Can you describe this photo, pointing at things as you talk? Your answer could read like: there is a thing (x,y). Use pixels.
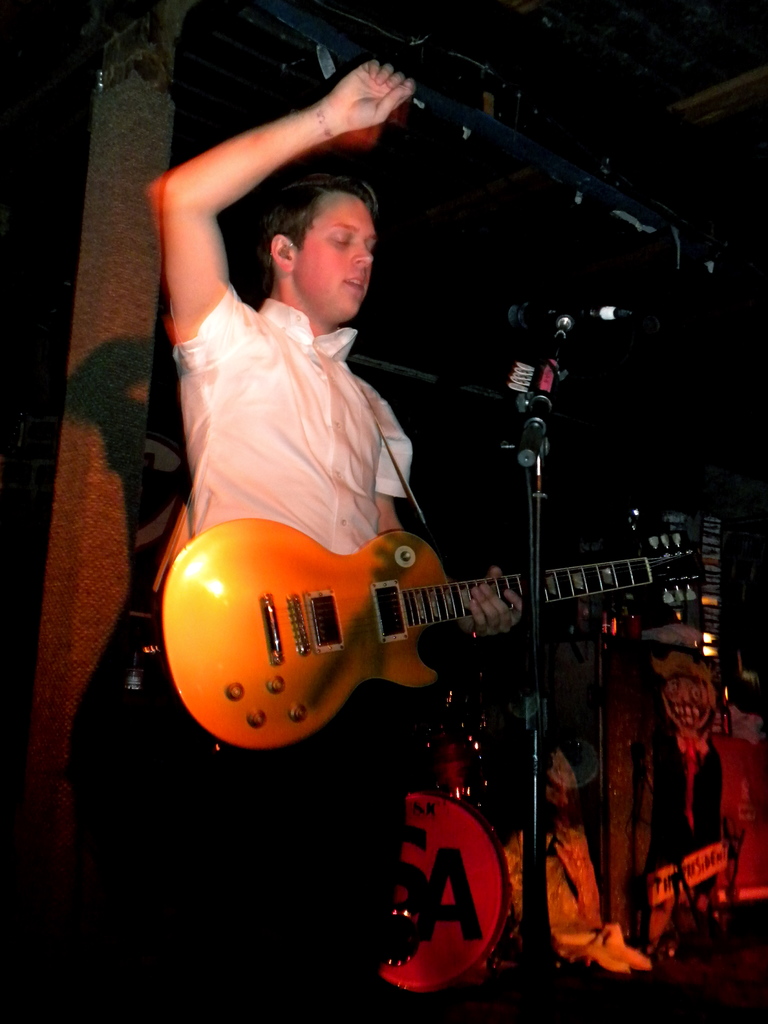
In this image I can see a man (279,255) is standing and I can see he is holding a guitar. I can also see he is wearing white shirt (343,359) and in the front of him I can see a mic (540,308). In the background (572,901) I can see few stuffs (634,519) and few clothes (690,776).
